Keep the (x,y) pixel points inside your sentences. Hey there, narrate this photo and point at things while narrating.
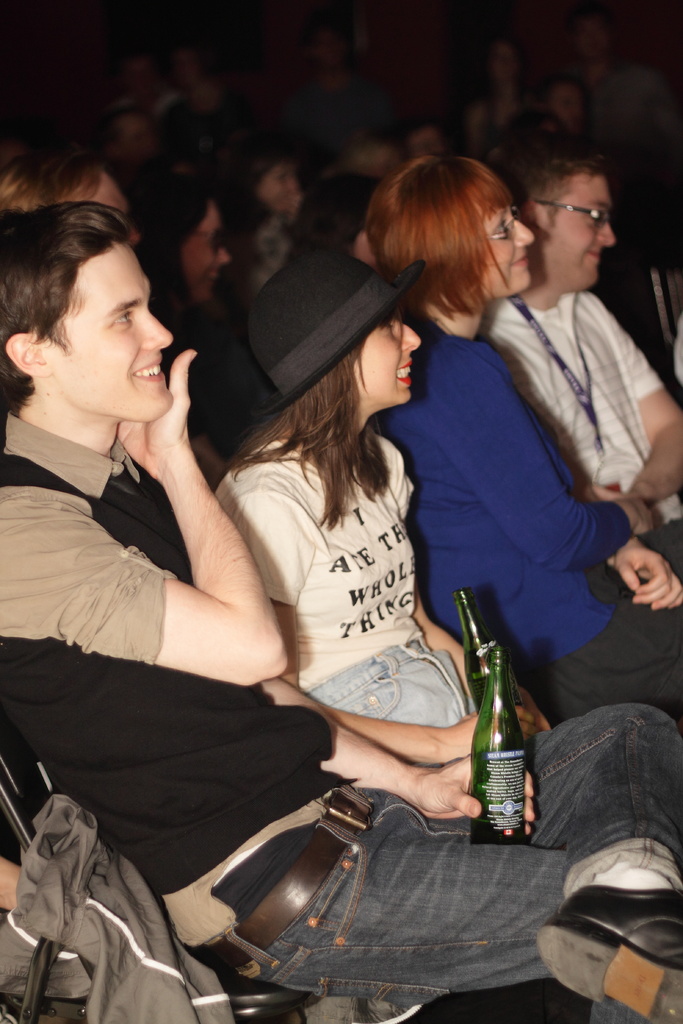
As we can see in the image there are few people (132,615) sitting and these two people (275,676) who are sitting in the front (204,771) are holding bottles (492,670) in their hands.
